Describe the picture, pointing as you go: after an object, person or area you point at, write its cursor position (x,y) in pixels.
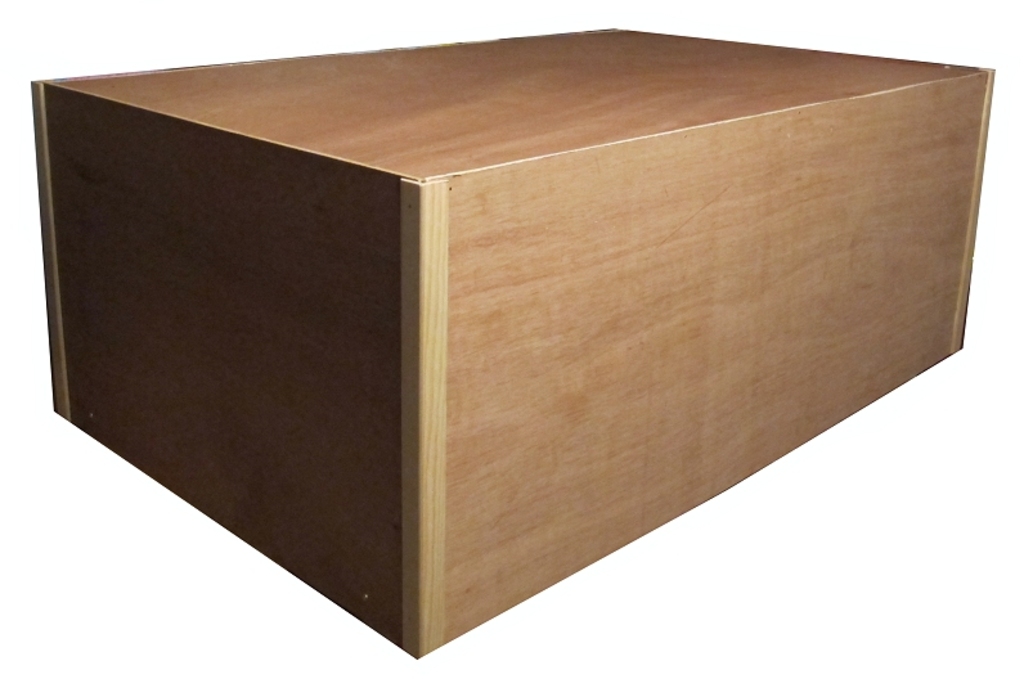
In this picture i can see a wooden box (486,331). The background (152,53) is white in color.
